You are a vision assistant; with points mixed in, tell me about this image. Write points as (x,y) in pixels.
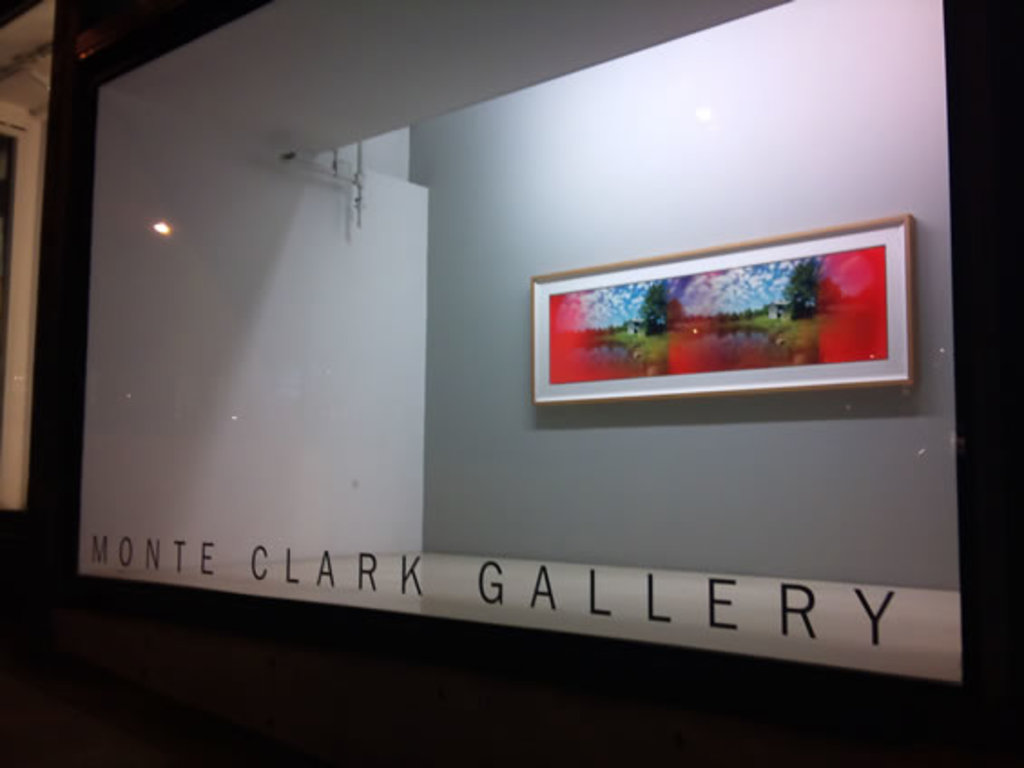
In this picture i can see a glass (219,501) through which i can see a photo frame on the wall (600,485).
